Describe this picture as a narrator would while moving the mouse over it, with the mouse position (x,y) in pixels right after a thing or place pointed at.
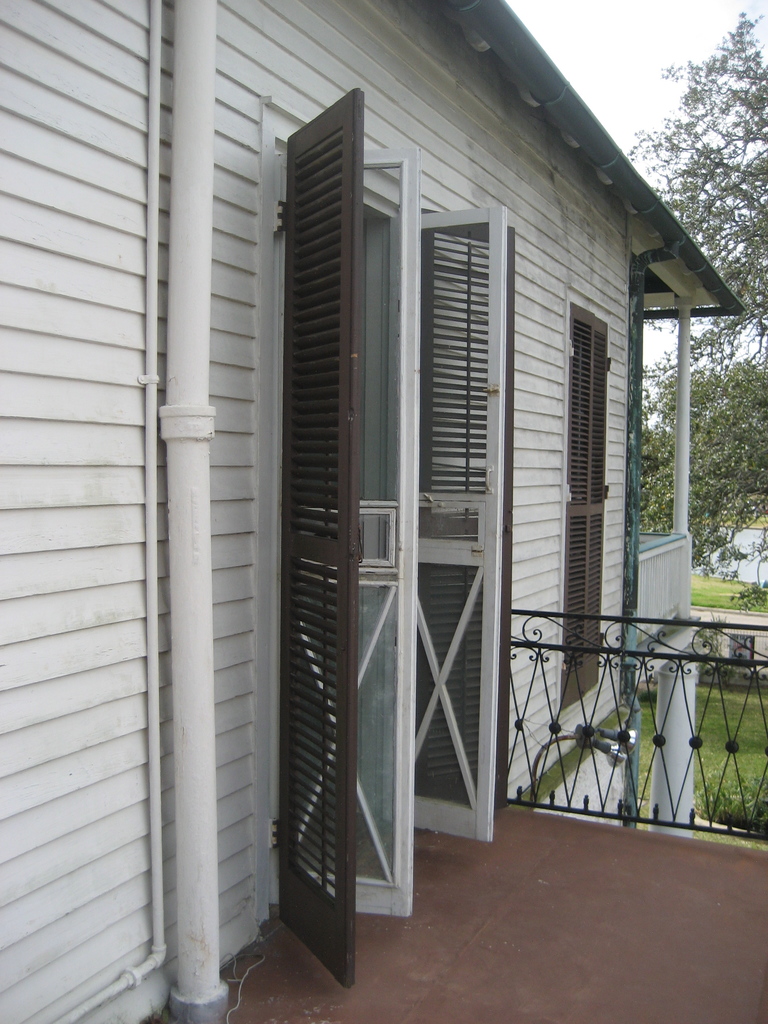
In this image there is a building (463,509) with door (463,509), behind that there are trees (725,409) and grass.
